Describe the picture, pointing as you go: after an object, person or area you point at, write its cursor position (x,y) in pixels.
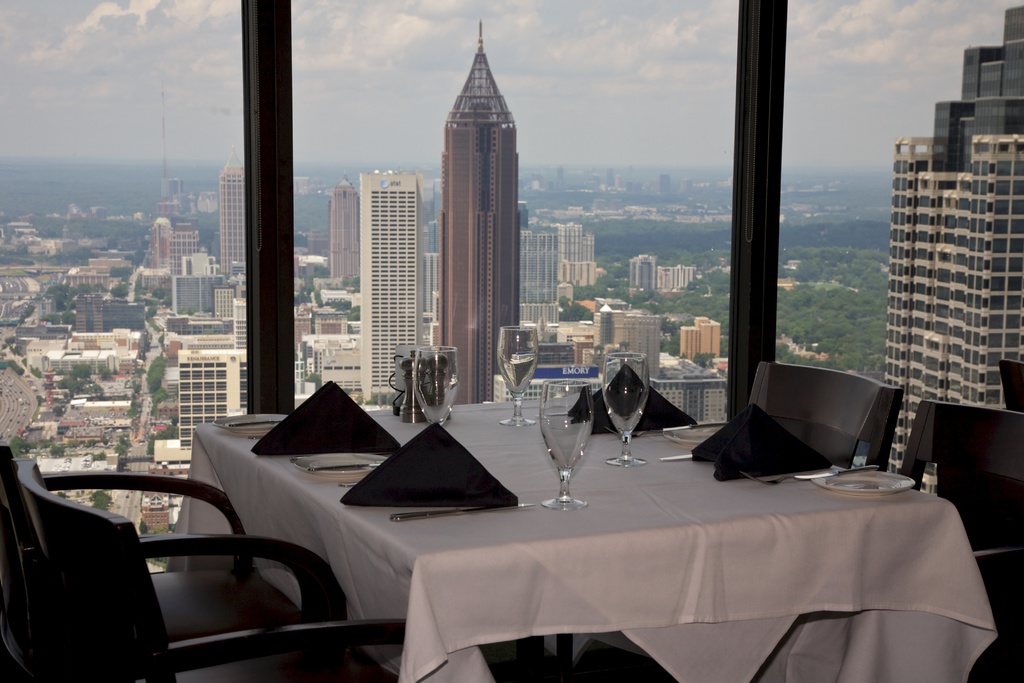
In this image there is a dining table (444,477) with chairs (248,571) and on the table (600,547) there is a white cloth (642,517), glasses (610,462), shakers (409,365), hand towels (445,437), plates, forks (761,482) and spoons (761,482). In the background (292,400) there is a glass window (840,142). Behind the window (484,233) there are many buildings (464,237), towers (443,228) and also trees (831,294). There is a cloudy sky (807,123).
